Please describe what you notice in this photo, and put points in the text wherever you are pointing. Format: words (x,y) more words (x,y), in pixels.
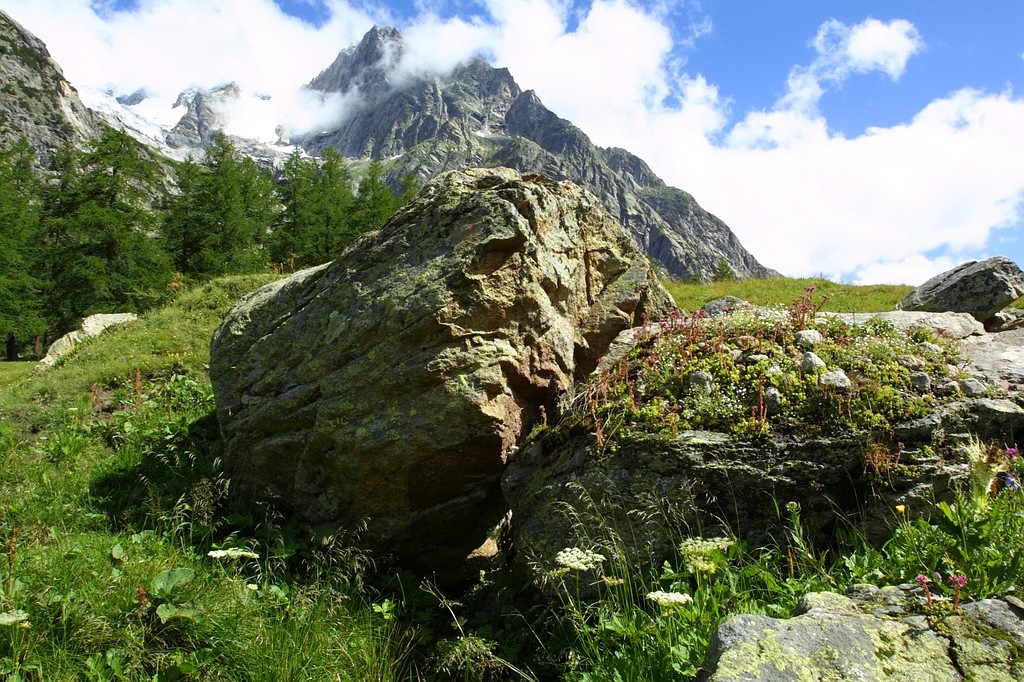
In the image we can see there is a ground (373,641) covered with grass (297,619) and plants (605,579). There are rocks (505,433) on the ground (619,635) and behind there are trees (74,264). There are mountains (510,109) and there is a cloudy sky (757,48).
